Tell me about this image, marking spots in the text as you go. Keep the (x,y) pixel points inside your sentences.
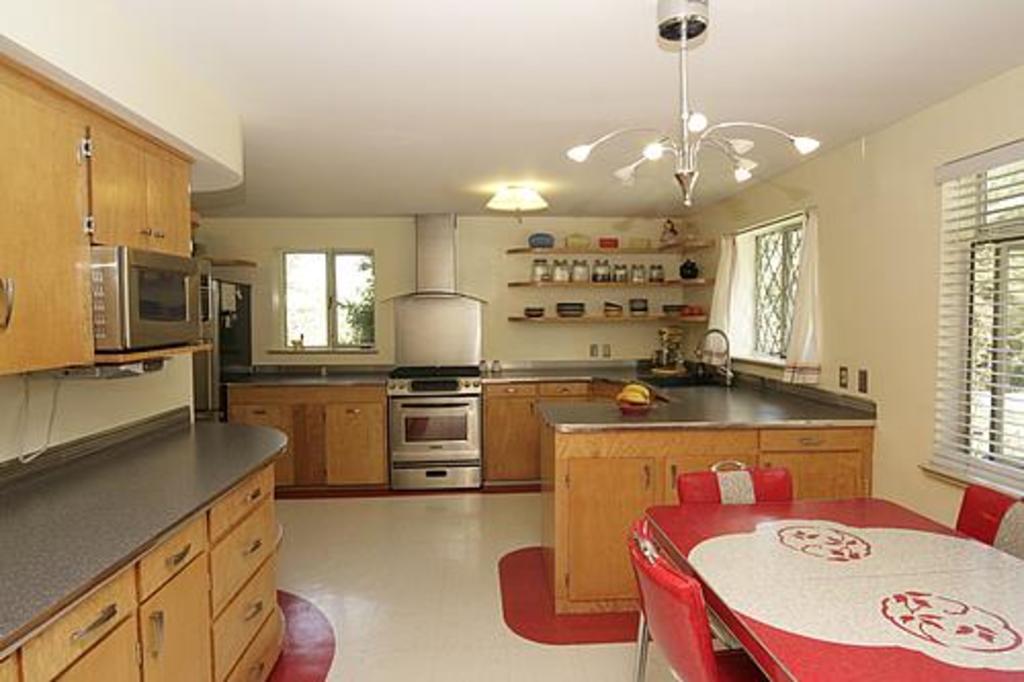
In this picture I can see the chairs (652,588) and a dining table (812,594) and also there are windows (999,280) on the right side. In the background (437,435) there is a stove (455,398), a sink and a tap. At the top (778,128) there are lights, on the left side (183,259) I can see a micro oven (153,342) and the cupboards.
